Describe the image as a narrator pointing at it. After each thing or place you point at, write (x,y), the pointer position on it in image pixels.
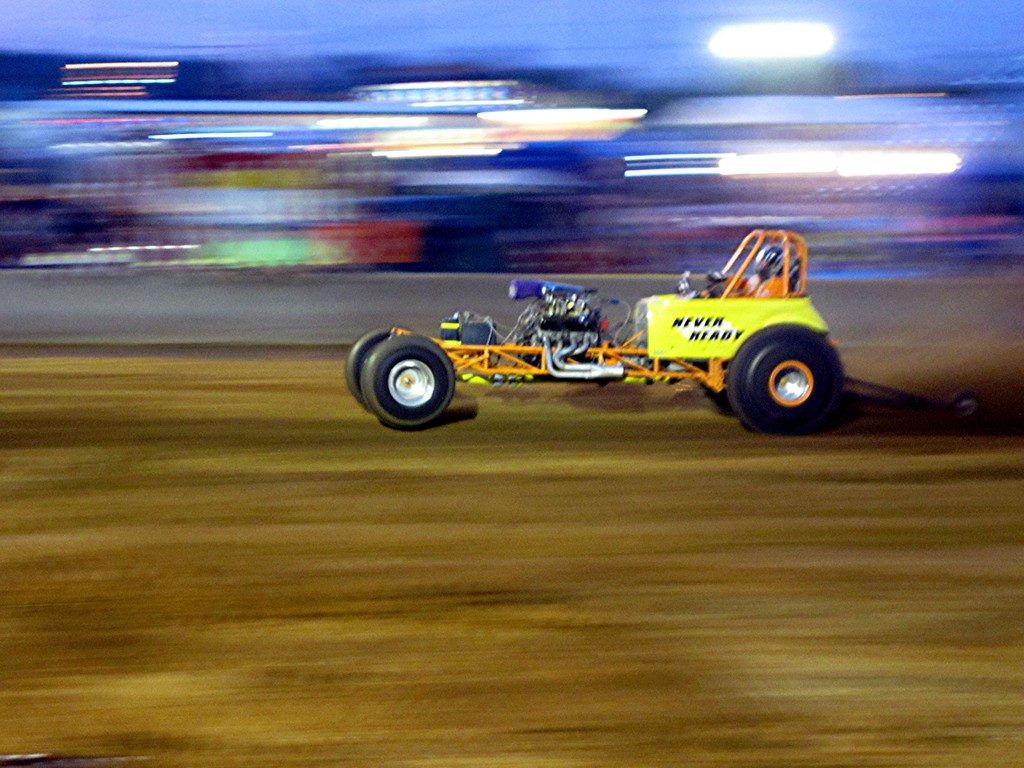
This image consists of a vehicle (460,361). It is in the middle (508,357). There are lights (698,156) at the top (490,147).
